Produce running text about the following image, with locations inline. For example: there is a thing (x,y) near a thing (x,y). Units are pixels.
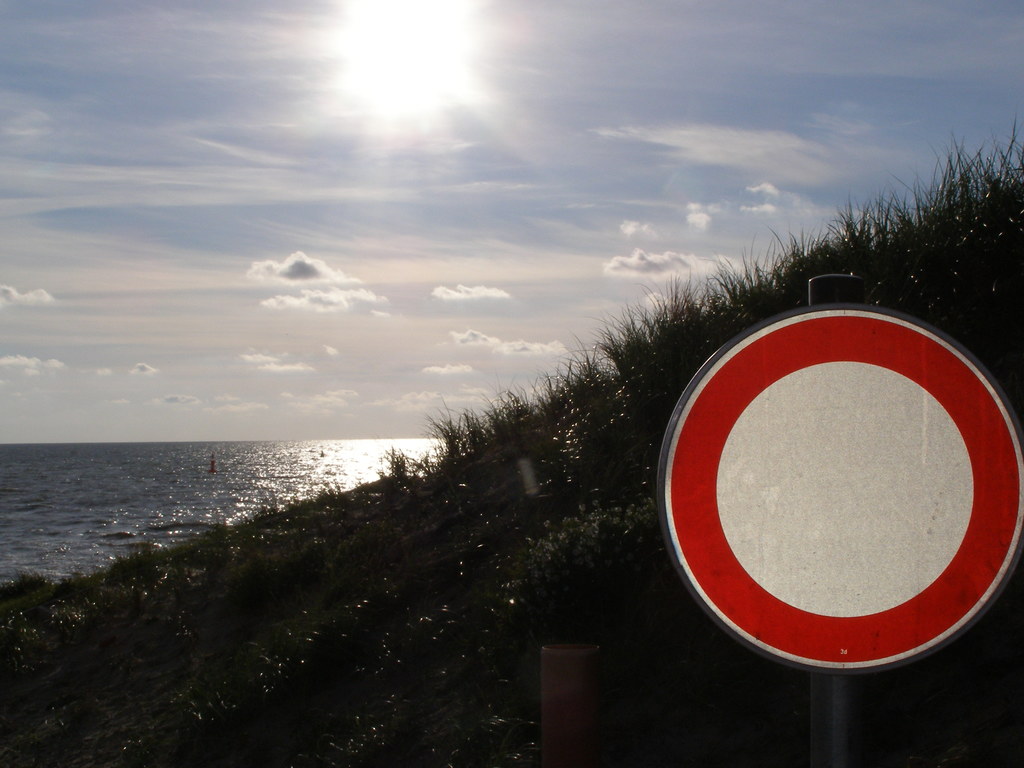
In this image I can see the board (919,572) attached to the pole (858,695) and the board (813,532) is in white and red color. In the background (804,299) I can see the grass (711,345) and I can also see the water (158,465) and the sky (217,208) is in blue and white color.
